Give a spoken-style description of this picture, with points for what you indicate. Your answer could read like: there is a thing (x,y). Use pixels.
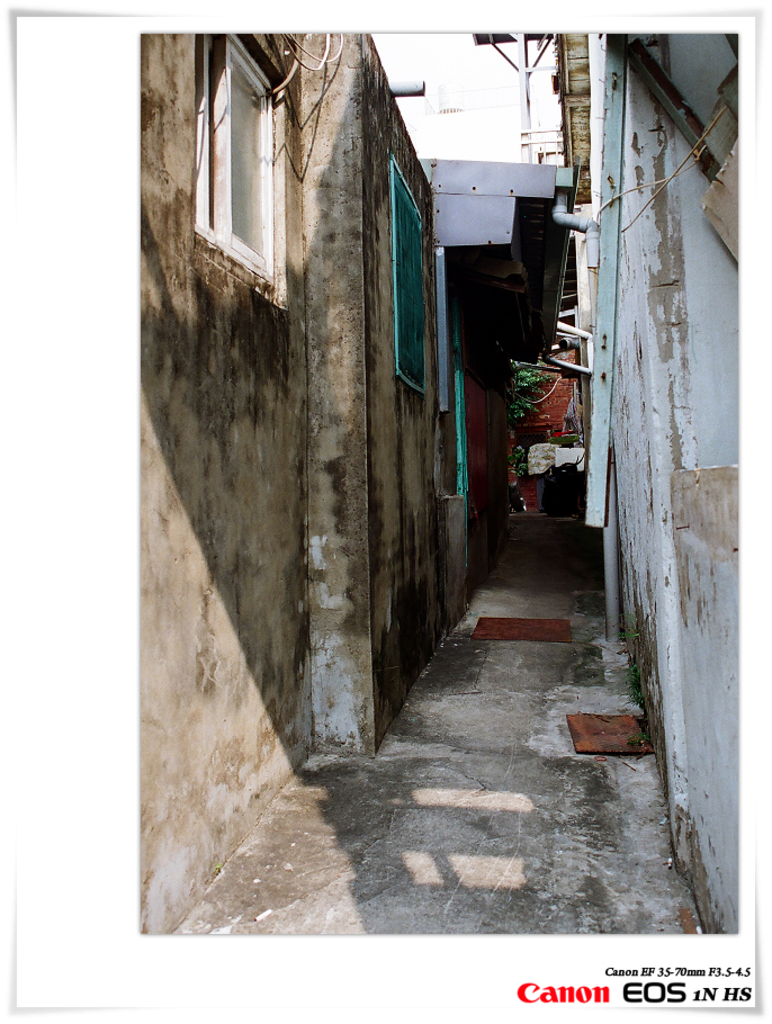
In this image on the either side of the pavement (548,542) there are houses (402,523) with windows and pipes (609,554), at the end of the pavement (595,542) there is a tree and a building (551,373) with plastic pipes (615,541) and there are two mats (517,633) on the pavement (556,605).
